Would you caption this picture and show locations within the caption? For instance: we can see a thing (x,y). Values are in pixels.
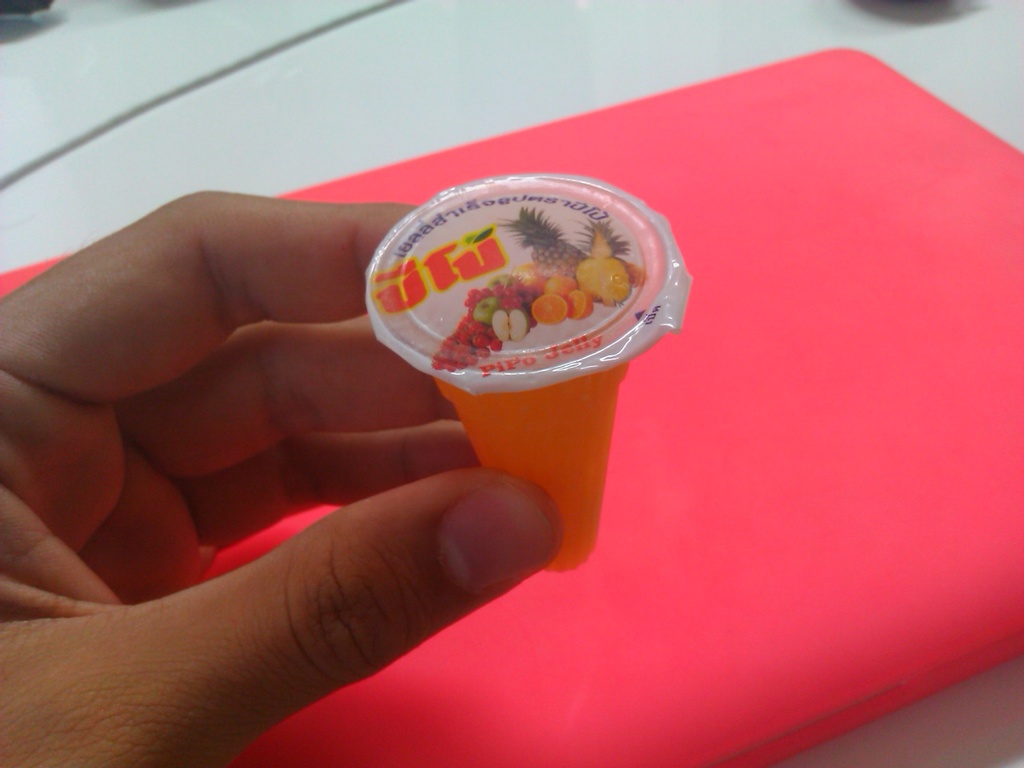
This picture shows a human hand (460,489) holding a candy (497,376) and we see a table (969,74).
